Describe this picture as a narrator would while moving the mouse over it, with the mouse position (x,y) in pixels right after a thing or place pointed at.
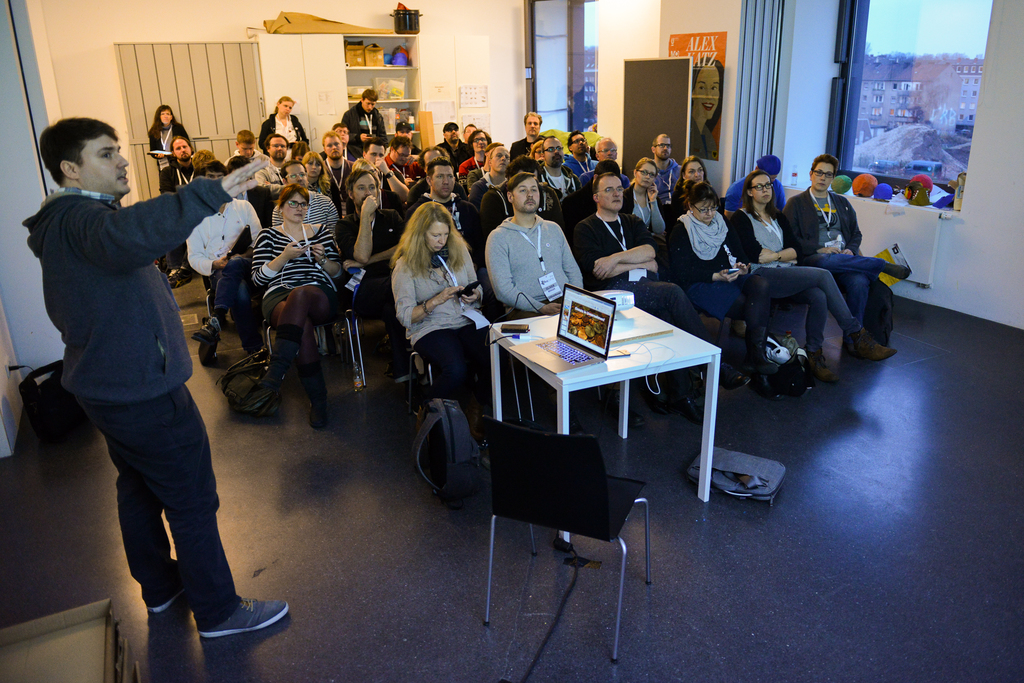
In this picture we can see a group of people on the ground (875,501) and some people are sitting on chairs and some people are standing, here we can see a table (702,465), laptop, wall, shelves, windows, curtain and some objects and in the background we can see buildings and the sky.
